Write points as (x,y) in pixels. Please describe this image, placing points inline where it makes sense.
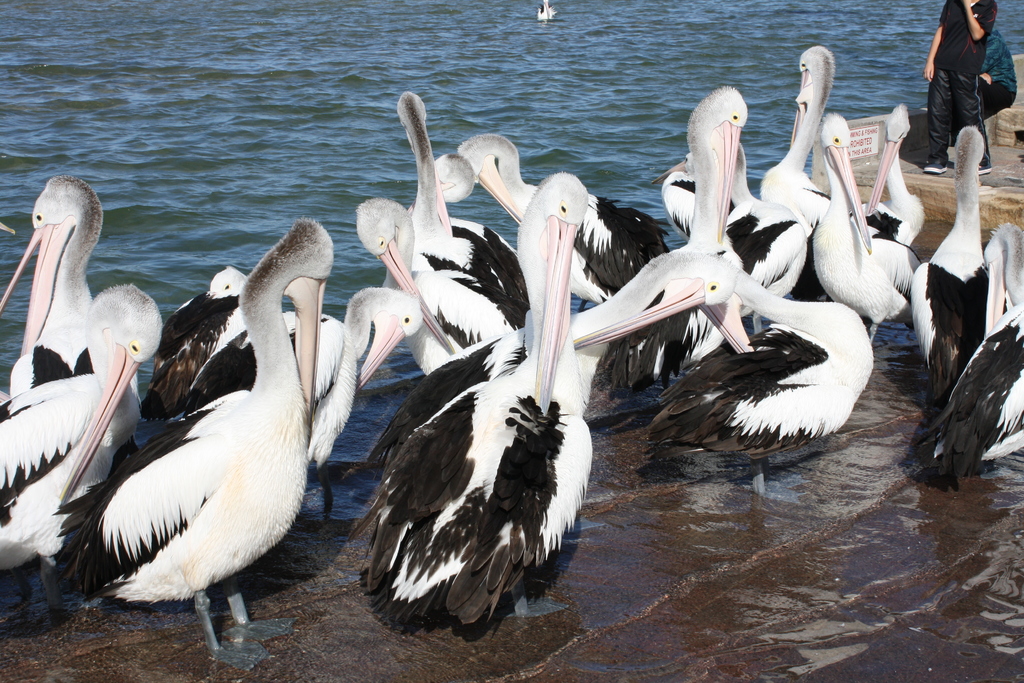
In this image, on the right side (970,59), we can see a man (979,91) wearing a black color dress (976,78) is standing, we can also see another person (1007,60) sitting. In the middle of the image (503,394), we can see some pelicans (555,403) are on the water (712,487). In the background (546,7), we can also see another bird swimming in the water (455,16) and a water (368,88) in a lake (392,96).
